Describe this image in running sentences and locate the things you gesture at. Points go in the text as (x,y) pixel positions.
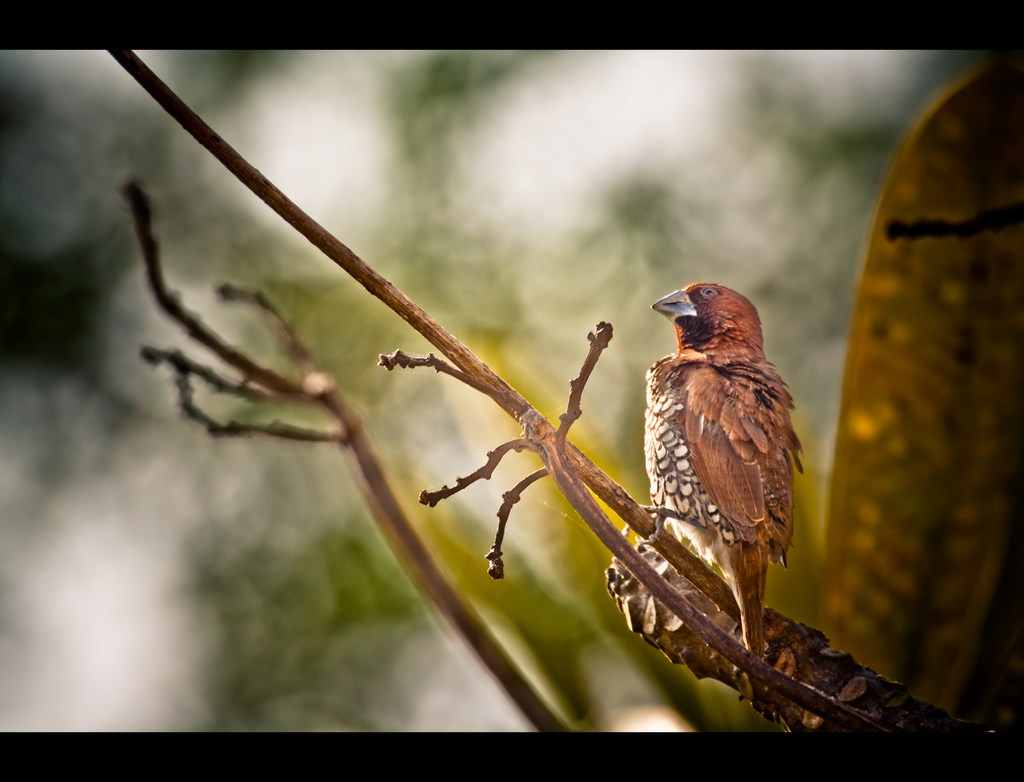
On the right side (737,454), there is a bird (691,417) standing on a branch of a tree (684,552). And the background (285,709) is blurred.
